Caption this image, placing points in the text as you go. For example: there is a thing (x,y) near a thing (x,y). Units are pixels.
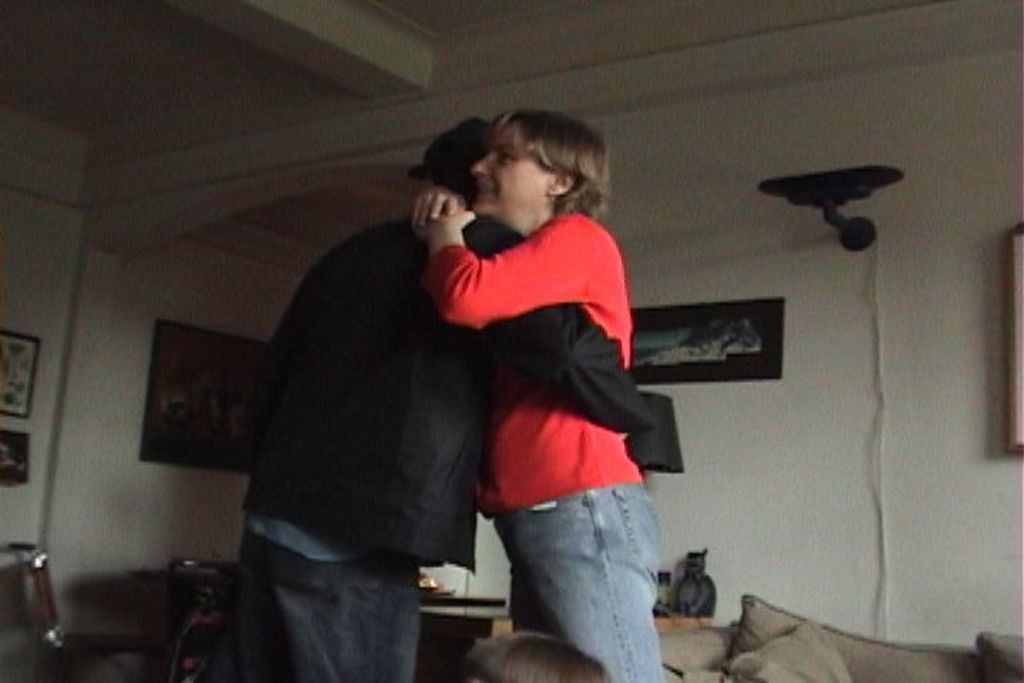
In this image we can see two persons (606,643). We can also see the sofa (834,633) with the cushions (820,645). We can see the chairs (207,654), table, wire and also some other objects (675,588). We can also see the frames (29,378) attached to the wall (796,305). At the top (284,67) we can see the ceiling (265,89).
